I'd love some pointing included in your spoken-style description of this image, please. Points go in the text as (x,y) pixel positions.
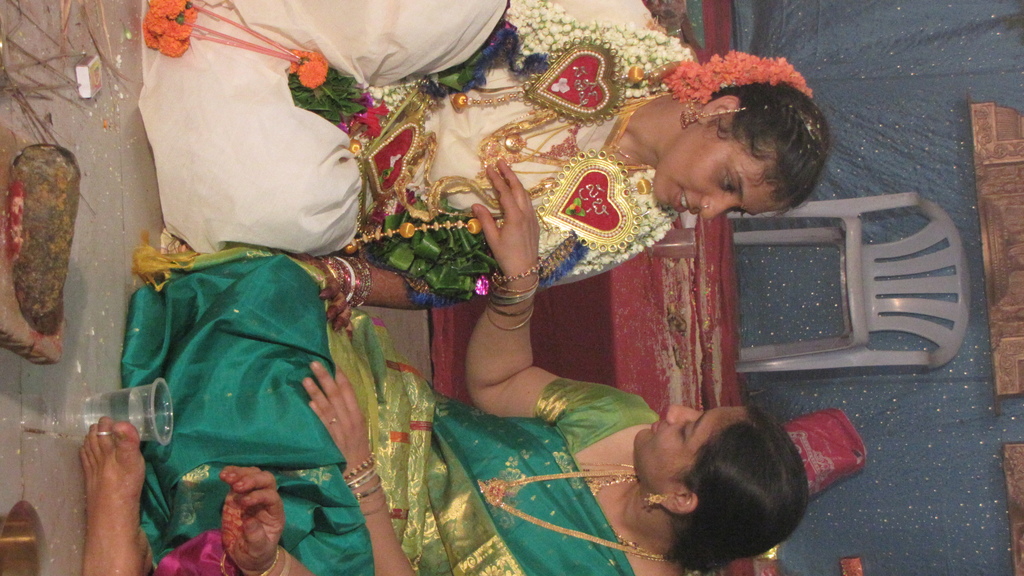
In this picture we can see group of people (495,371), in front of them we can see a glass (150,422), matchbox (81,95) and few other things (61,159), behind them we can see a chair (755,235) and a plastic cover (804,427) on the table (726,314).
